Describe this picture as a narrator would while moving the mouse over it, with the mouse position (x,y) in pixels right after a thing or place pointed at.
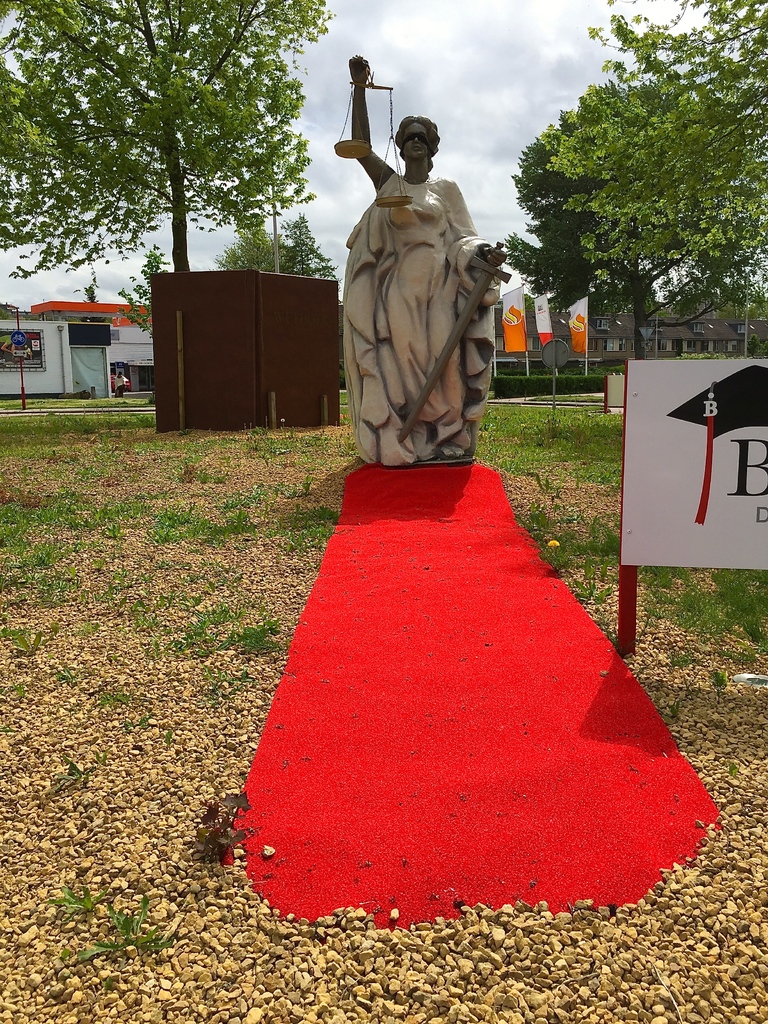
In the center of the image (432,344) we can see a statue (383,303). In the background of the image (299,364) we can see the buildings (707,338), flags (515,323), poles (180,342), sheds (174,350), boards (704,404), trees (266,15). At the bottom of the image (377,804) we can see the grass (679,583), carpet (469,758), stones (447,1012) and ground (120,908). At the top of the image (457,75) we can see the clouds (435,84) are present in the sky (579,22).
